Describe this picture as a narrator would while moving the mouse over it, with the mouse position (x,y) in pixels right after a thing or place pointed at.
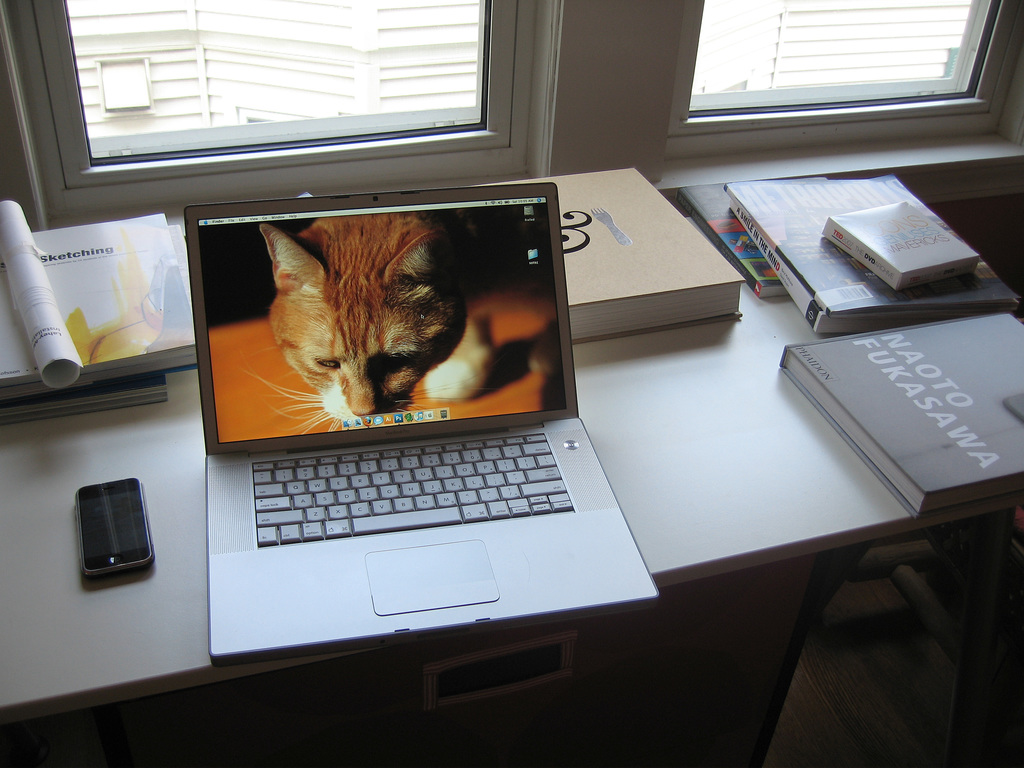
In a picture there is a table (579,386) and there are two windows (370,145) and outside the window (274,72) there are buildings (386,72) and on the table (720,358) there is one laptop (370,581), mobile (103,540) some books (111,334) and one box (913,261) is present.
